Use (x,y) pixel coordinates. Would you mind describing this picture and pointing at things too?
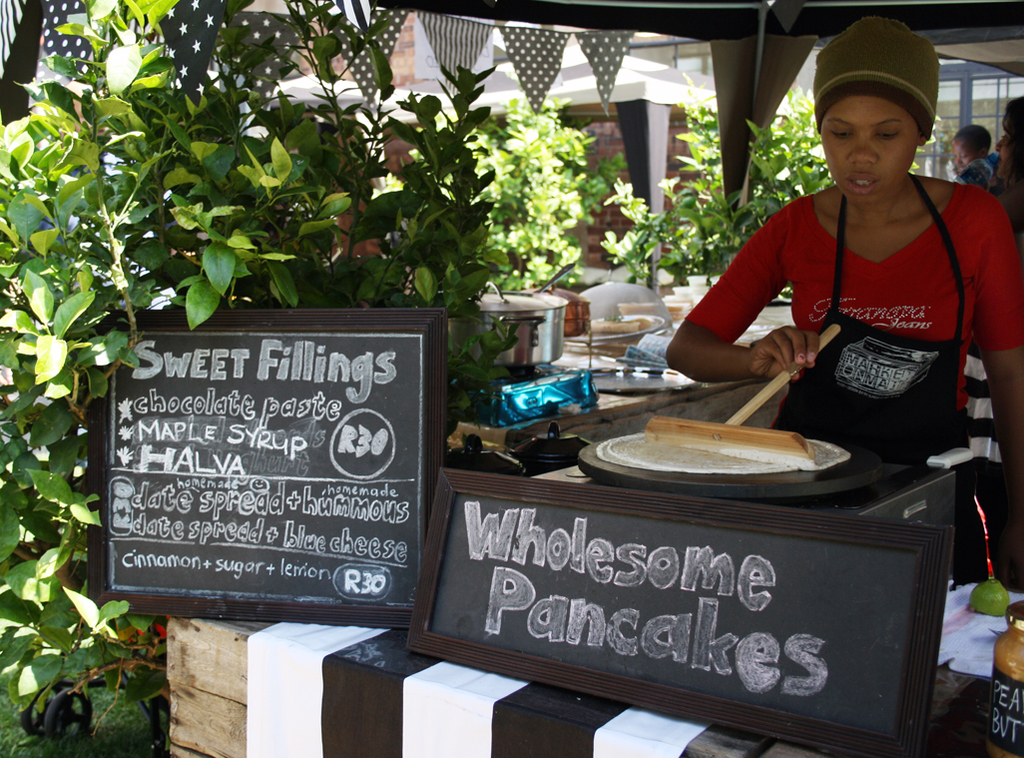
In this image we can see some person (929,245) standing. One woman (920,139) is wearing cap (892,71) and holding a stick (770,398) in her hand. In the center of the image (385,430) we can see two boards (713,535) with some text (610,583) on them. To the right side of the image (978,596) we can see a fruit (1007,599) and a jar (1017,706). In the background (594,236) we can see some vessels (554,336), plants (520,116), building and some banners (512,56).
